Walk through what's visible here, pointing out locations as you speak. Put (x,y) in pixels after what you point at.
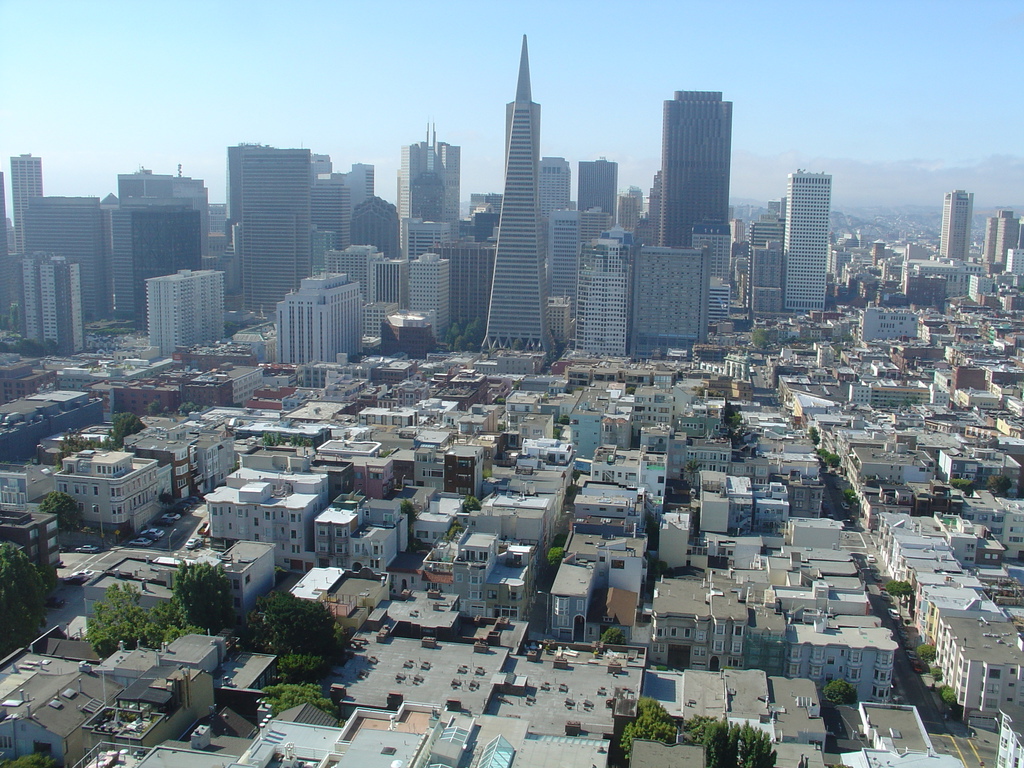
In this picture we can see buildings (202,651), trees (143,624), vehicles (145,540) and in the background (333,148) we can see the sky (816,54) with clouds (981,171).
